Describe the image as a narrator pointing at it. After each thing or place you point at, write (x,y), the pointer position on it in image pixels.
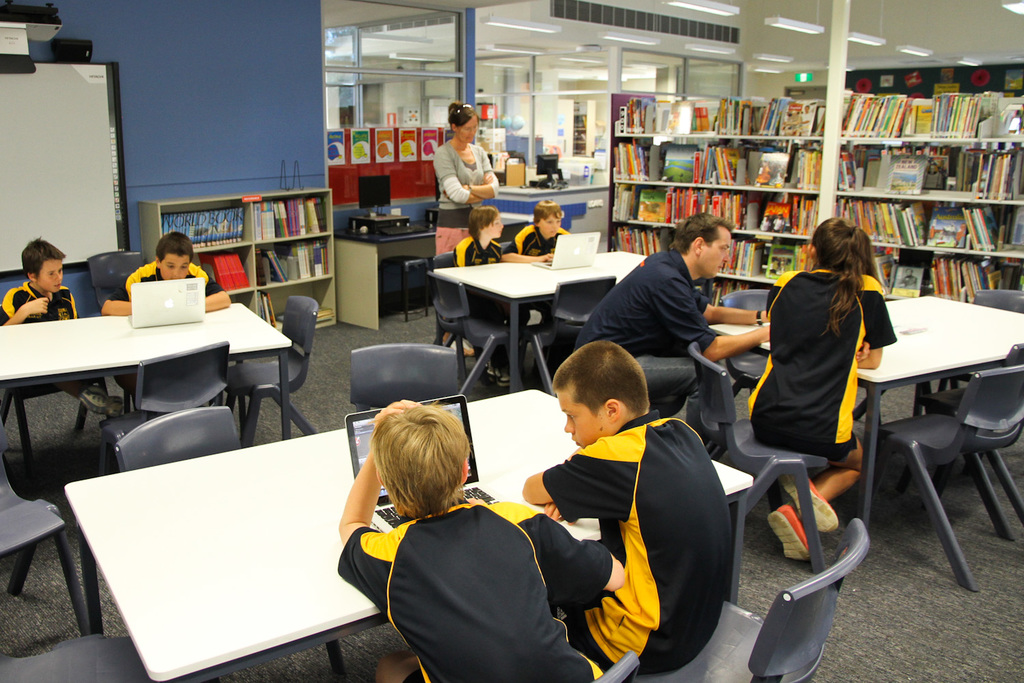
In this picture I can see there are few kids (447,576) sitting here in the chairs (467,319) and there is a woman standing in the backdrop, also there are some books (708,119) arranged in the book shelf (662,143) and in the backdrop (141,78) there is a blue wall (242,86).
